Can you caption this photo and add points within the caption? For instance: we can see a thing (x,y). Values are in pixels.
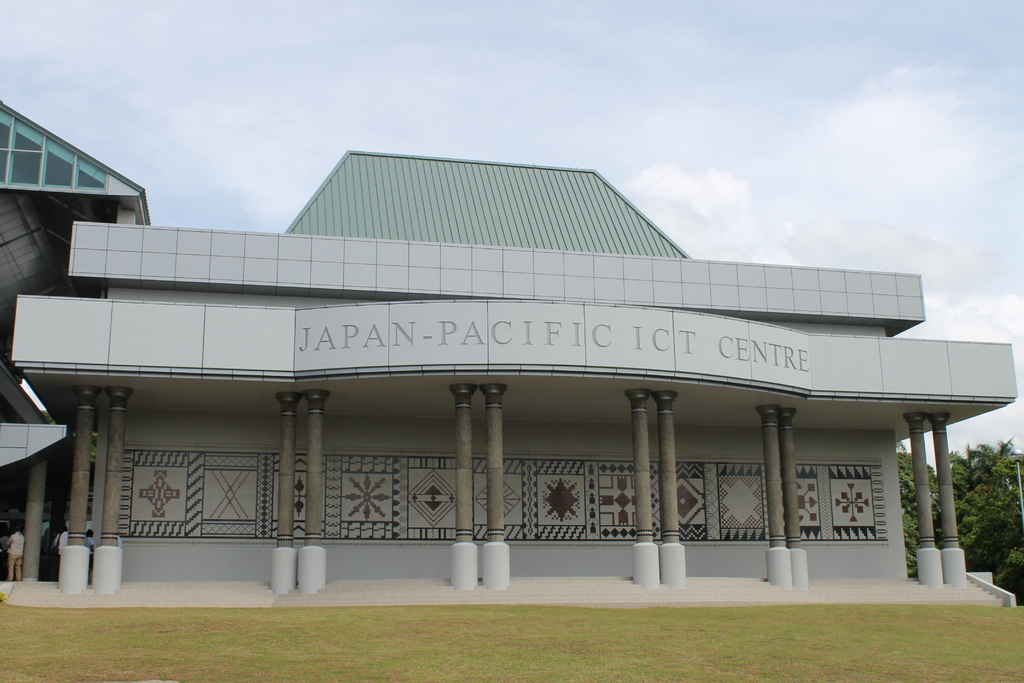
It is a building (388,393) in grey color, in the middle (348,351) there is the name (347,338) on it. At the top (677,85) it is the cloudy sky (677,85), on the right side (935,514) there are trees (907,558) in this image.
